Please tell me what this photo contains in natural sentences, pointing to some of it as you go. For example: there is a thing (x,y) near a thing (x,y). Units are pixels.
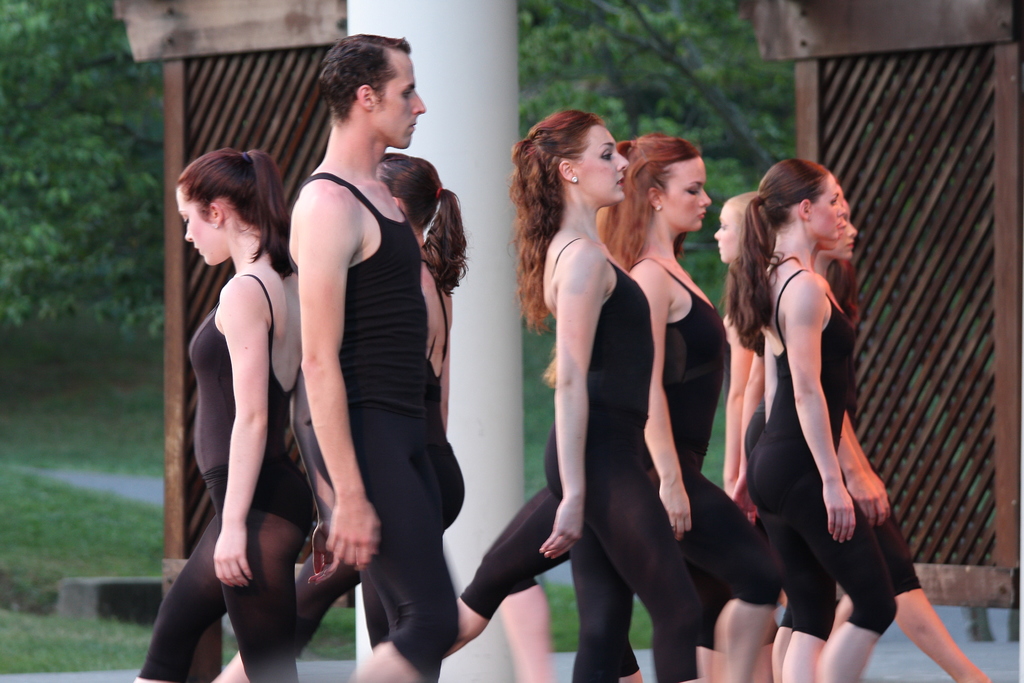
In this image we can see a few people (415,489) walking, there are some trees (109,40), boards (820,89), grass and a pillar (450,380).
